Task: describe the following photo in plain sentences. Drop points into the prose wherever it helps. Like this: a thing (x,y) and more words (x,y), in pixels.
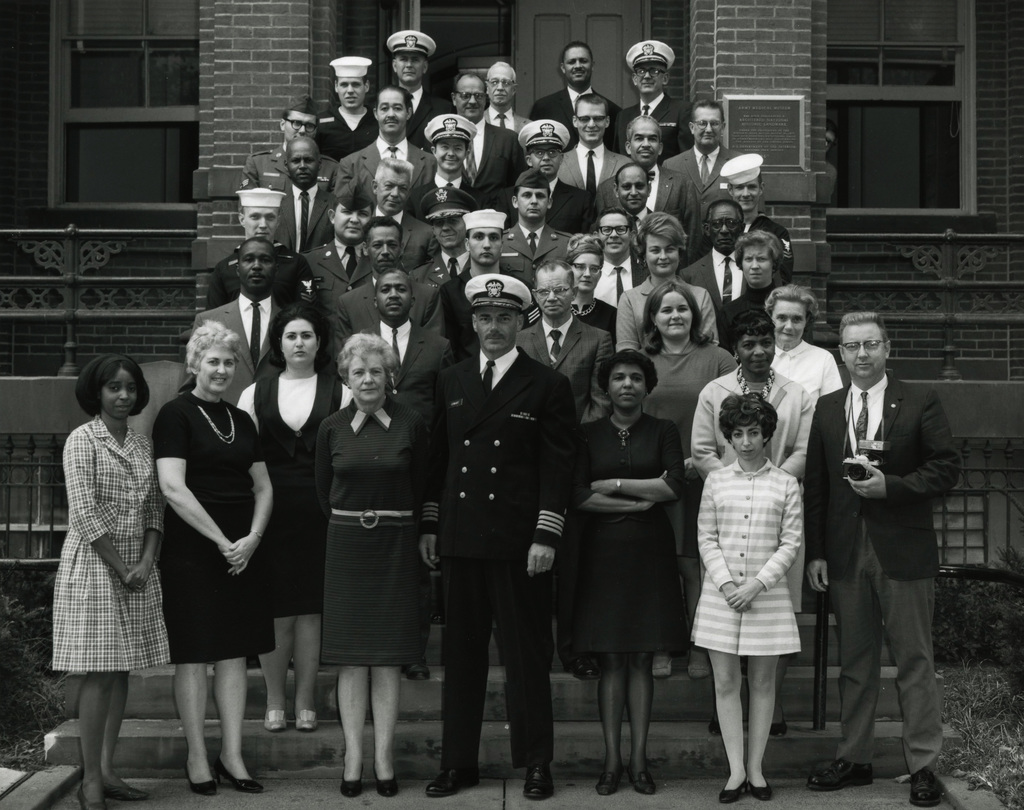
It is the black and white image in which there are group of people (488,378) standing in the line on the steps (671,677). In the background (135,129) there is a building (135,134). There are small plants (41,617) at the bottom (979,701) on either side of the image.
